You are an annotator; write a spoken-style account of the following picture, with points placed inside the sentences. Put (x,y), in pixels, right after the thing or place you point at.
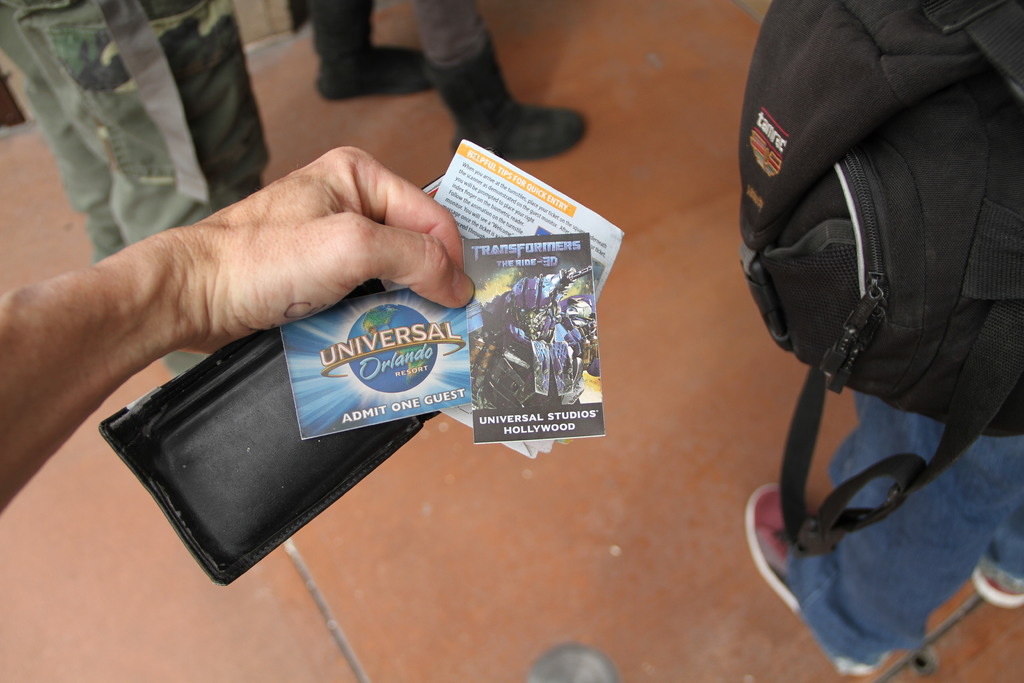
In this image I can see a person (334,272) is holding purse (295,430) and papers (424,335) and one person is wearing black bag (934,169). I can see few people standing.
